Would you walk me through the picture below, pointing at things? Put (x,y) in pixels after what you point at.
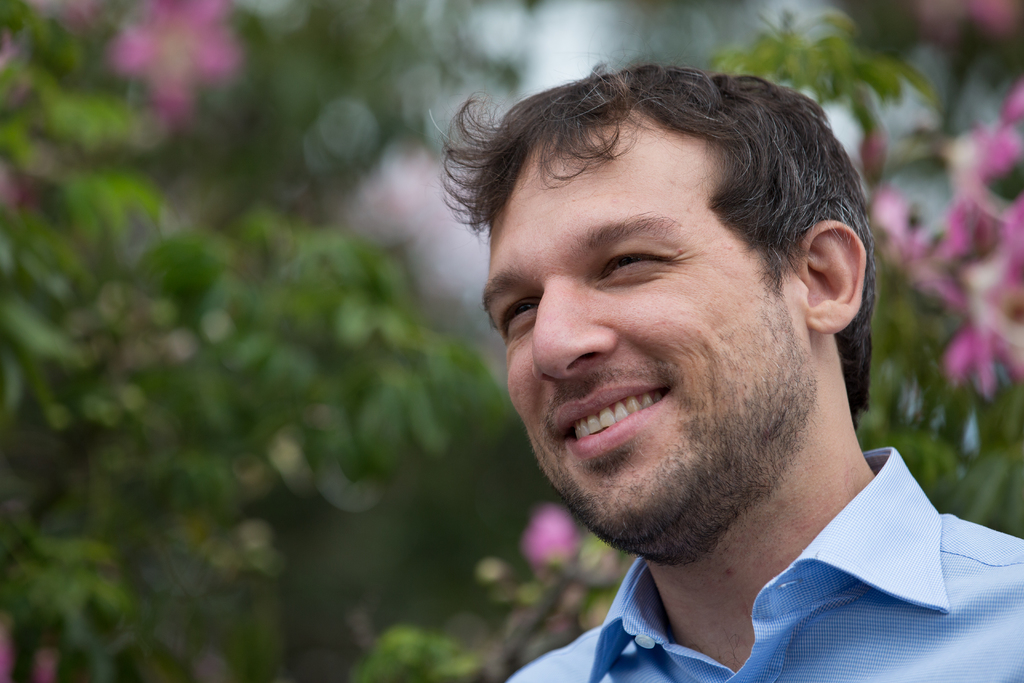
Here we can see a man (576,390) and he is smiling. Background (314,6) it is blurry with greenery (297,148) and flowers (200,22).
